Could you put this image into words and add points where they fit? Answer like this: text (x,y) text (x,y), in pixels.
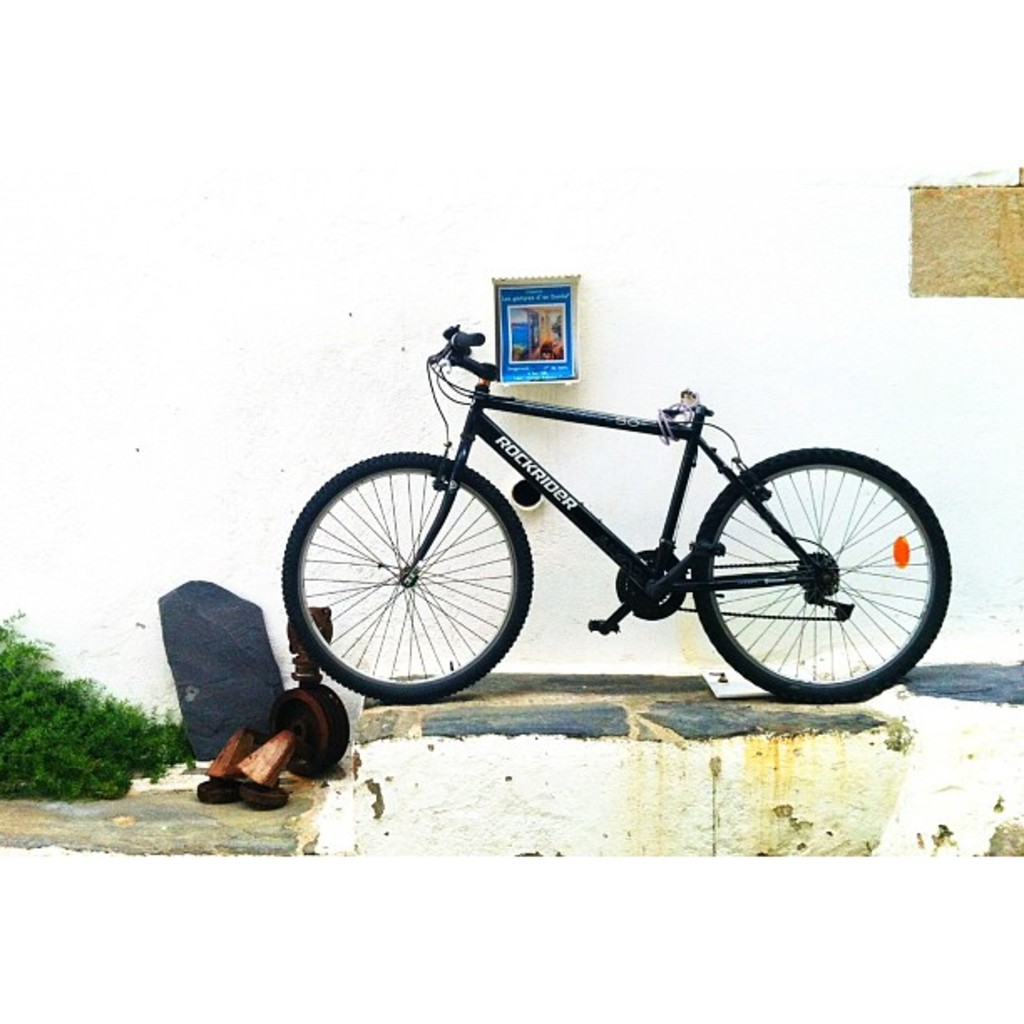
In this image, we can see a bicycle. We can see some objects (216,751) and grass (159,751). We can also see the wall (707,263) with some objects (579,281) attached to it.
